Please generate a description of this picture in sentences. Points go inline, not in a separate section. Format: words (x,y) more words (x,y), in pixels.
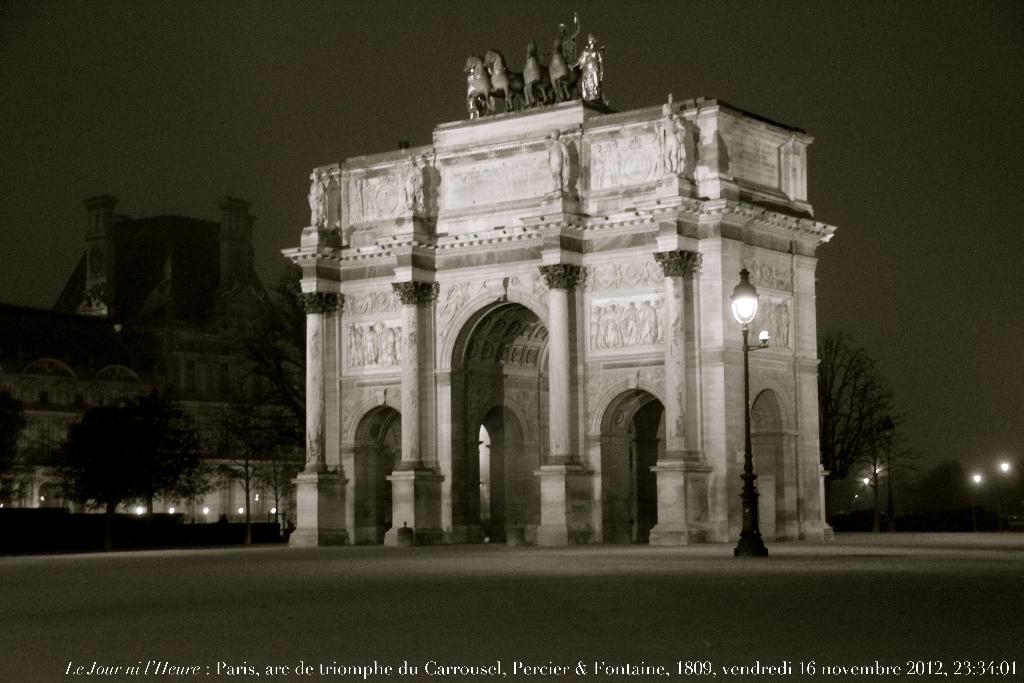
There is a watermark (275,669). In the background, there is a road (573,600), a light (744,292) on a pole (750,507), there are statues (584,85) on an architecture (594,144) which is on the ground (551,557), there are trees (859,469), lights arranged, a building (202,299) and there is a sky (375,34).
